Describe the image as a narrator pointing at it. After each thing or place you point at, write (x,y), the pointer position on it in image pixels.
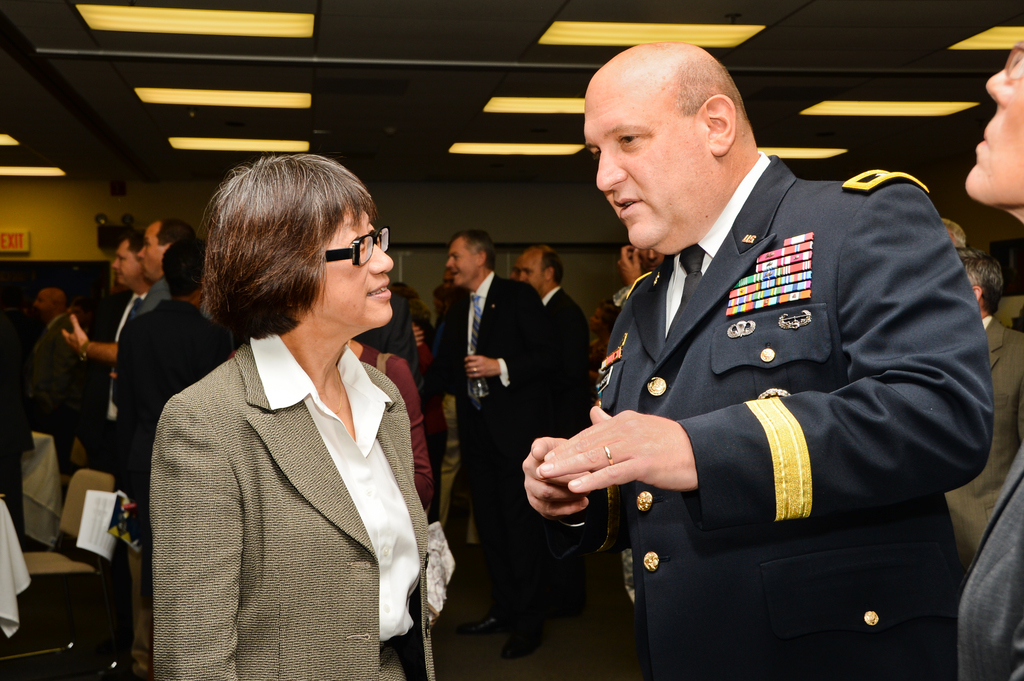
In this image we can see there are people (528,408) standing on the floor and holding a bottle (486,391) and paper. There are chairs (66,564) and clothes (40,480). At the back (46,205) we can see the exit board (9,240) attached to the wall (80,230). At the top (392,74) we can see the ceiling (412,103) with lights (269,105).
